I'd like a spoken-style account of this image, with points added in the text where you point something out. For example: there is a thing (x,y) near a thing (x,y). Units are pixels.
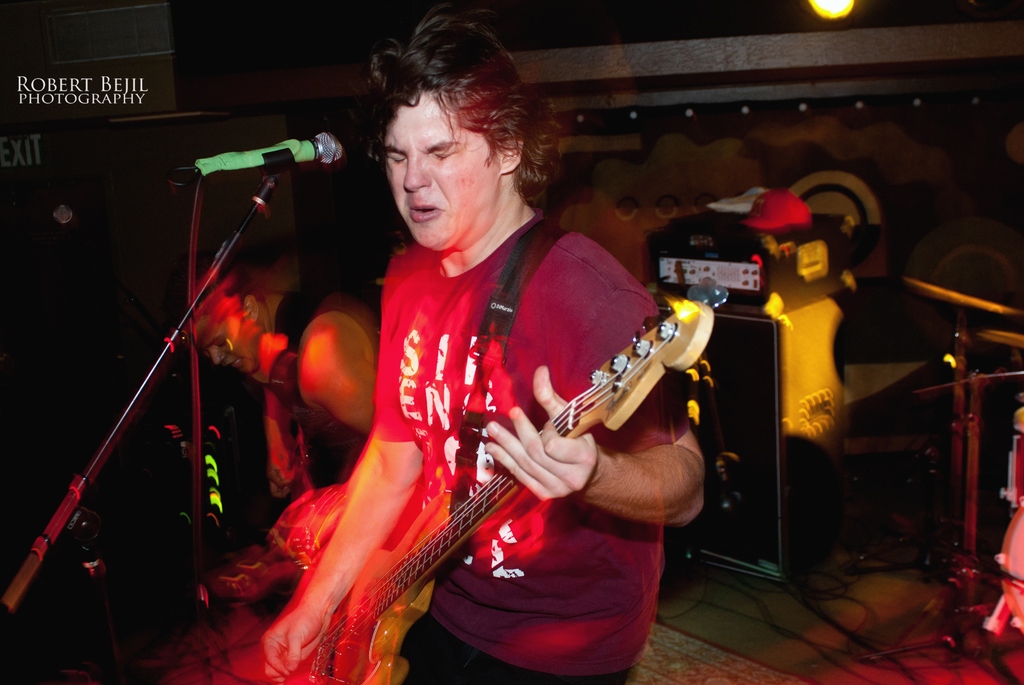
In this image in the middle (415,362) there is one man (387,127) who is standing and he is playing a guitar (477,504) in front of him there is one mike (249,165) it seems that he is singing. Beside this man (418,318) there is another man (275,338) on the right side (753,260) there are some sound systems (741,275) and on the top (677,40) there is one light (840,13) and wall (219,72).
